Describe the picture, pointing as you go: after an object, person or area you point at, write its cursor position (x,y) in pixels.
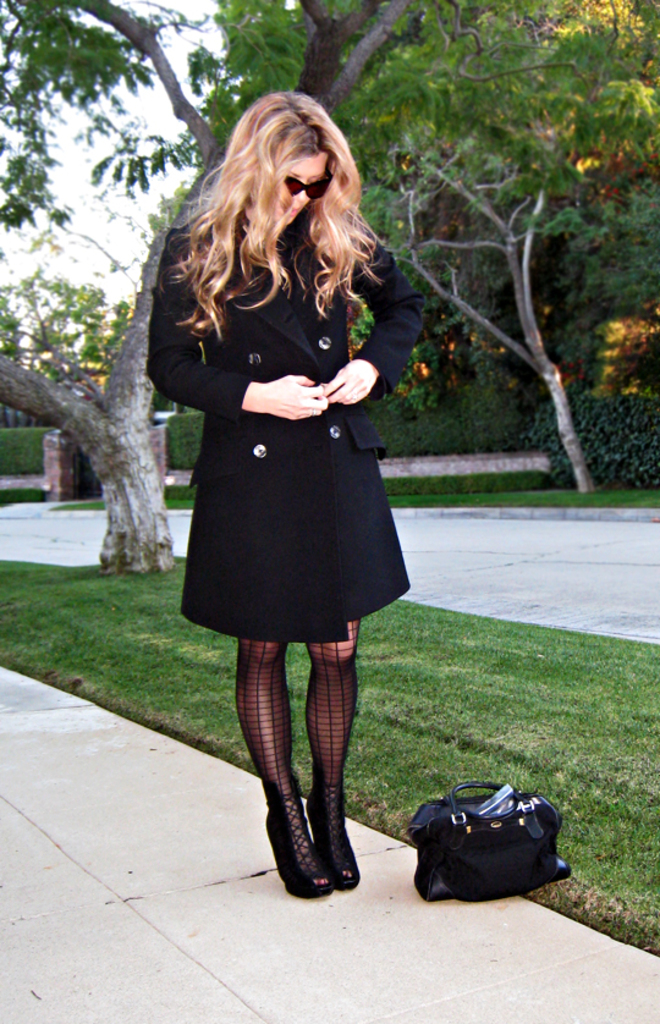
I can see in this image a woman (299,413) is wearing a black dress (303,446) standing on the road (262,840) and wearing glasses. I can also see there is bag (504,841) on the ground (562,941) and a couple of trees (323,83) in the background (220,152).
